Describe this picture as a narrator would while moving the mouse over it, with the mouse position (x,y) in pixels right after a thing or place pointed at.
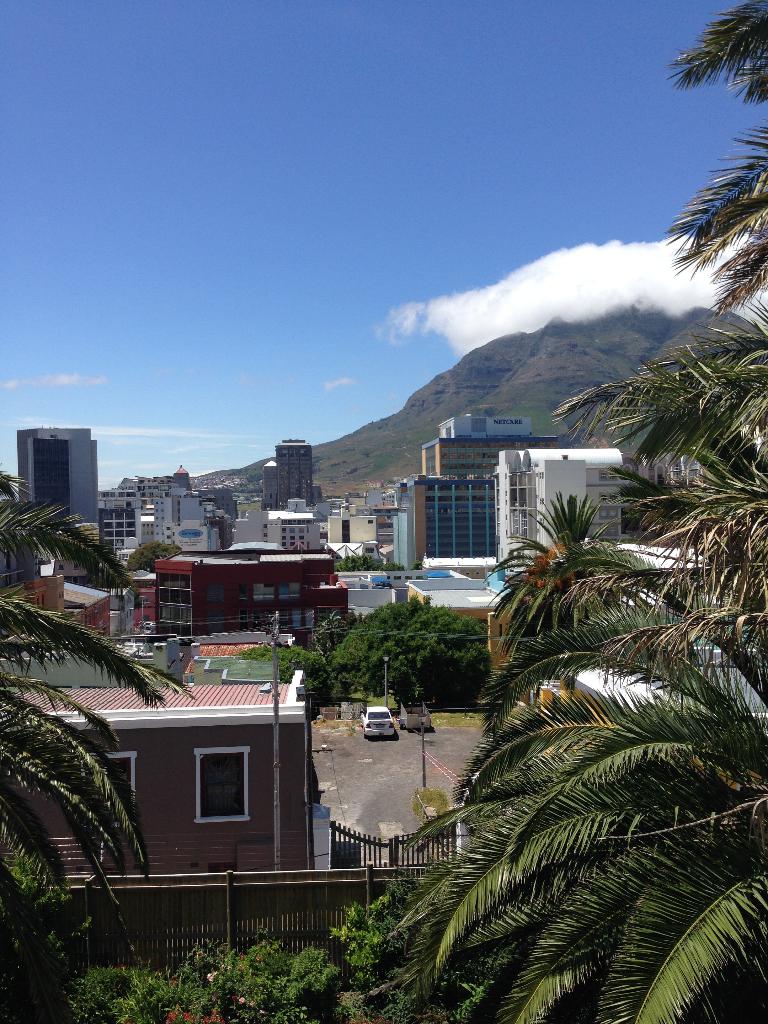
In this image we can see the buildings (267,641), trees (361,677), poles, gate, fence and the vehicle (384,728) on the ground (444,808). And at the back (512,164) we can see the mountains (439,400) and the cloudy sky (416,197).
